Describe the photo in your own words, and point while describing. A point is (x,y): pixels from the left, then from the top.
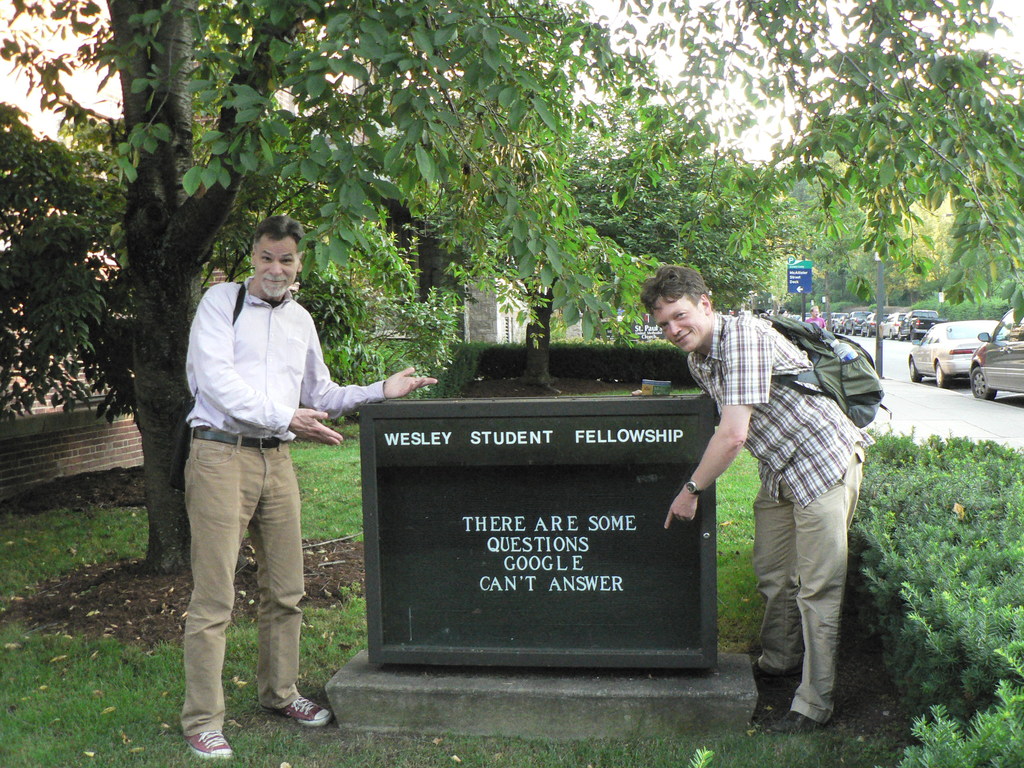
In this image we can see men (278,661) standing on the ground (325,668), shredded leaves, bushes (902,555), motor vehicles (948,366) on the road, sign boards (792,270), information boards (547,413), trees (639,206), buildings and sky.
